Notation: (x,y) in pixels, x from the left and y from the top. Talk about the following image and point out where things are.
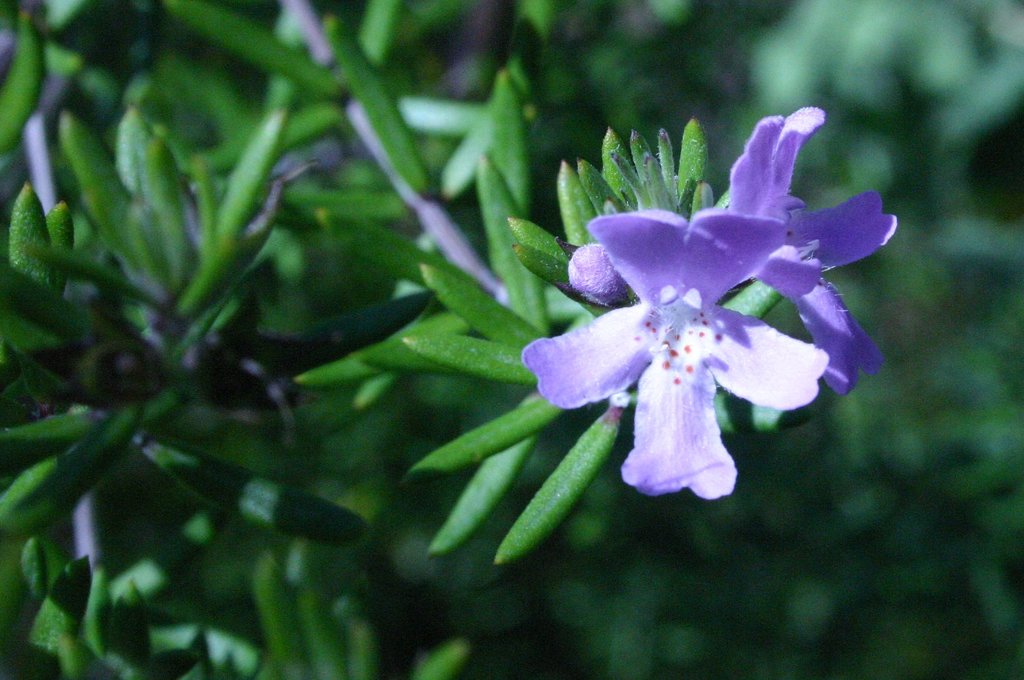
As we can see in the image there are plants (180,253) and violet color flowers (697,311).
